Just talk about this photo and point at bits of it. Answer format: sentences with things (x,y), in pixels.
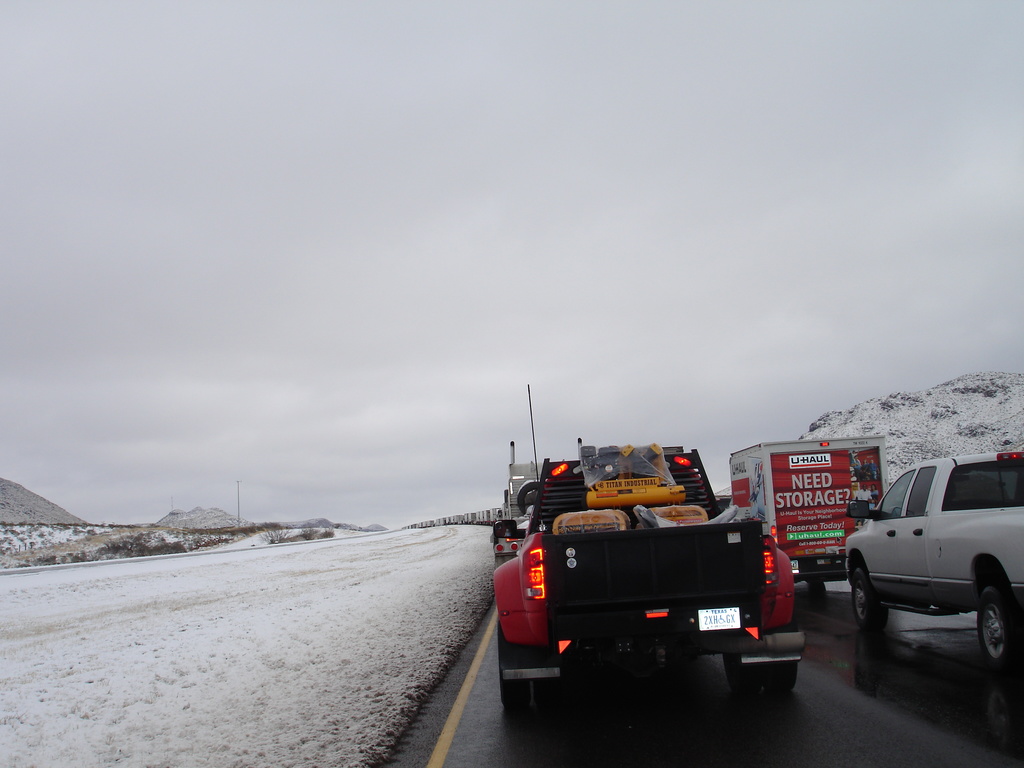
Towards right (850,500) there are vehicles (688,566) moving on the road (859,713). On the left (241,609) it is snow (199,550). In the background (159,528) towards left (161,538) there are trees (107,546) and hills (184,515). On the left (20,512) there is a hill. Sky (330,333) is cloudy.
